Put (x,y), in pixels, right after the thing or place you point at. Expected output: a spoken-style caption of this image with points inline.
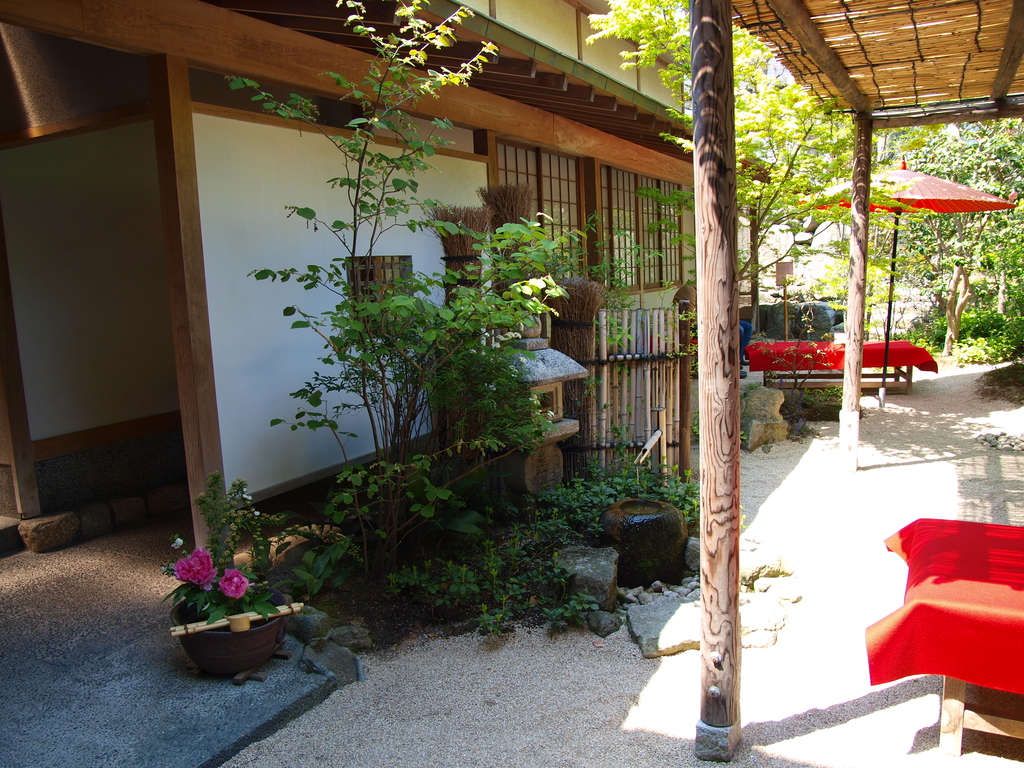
This image is clicked outside. There are plants (529,285) in the middle (524,270). There are trees (822,178) on the right side (828,195). There is a table (923,665) in the bottom right corner (909,653). There are flowers (207,583) at the bottom (223,575).
